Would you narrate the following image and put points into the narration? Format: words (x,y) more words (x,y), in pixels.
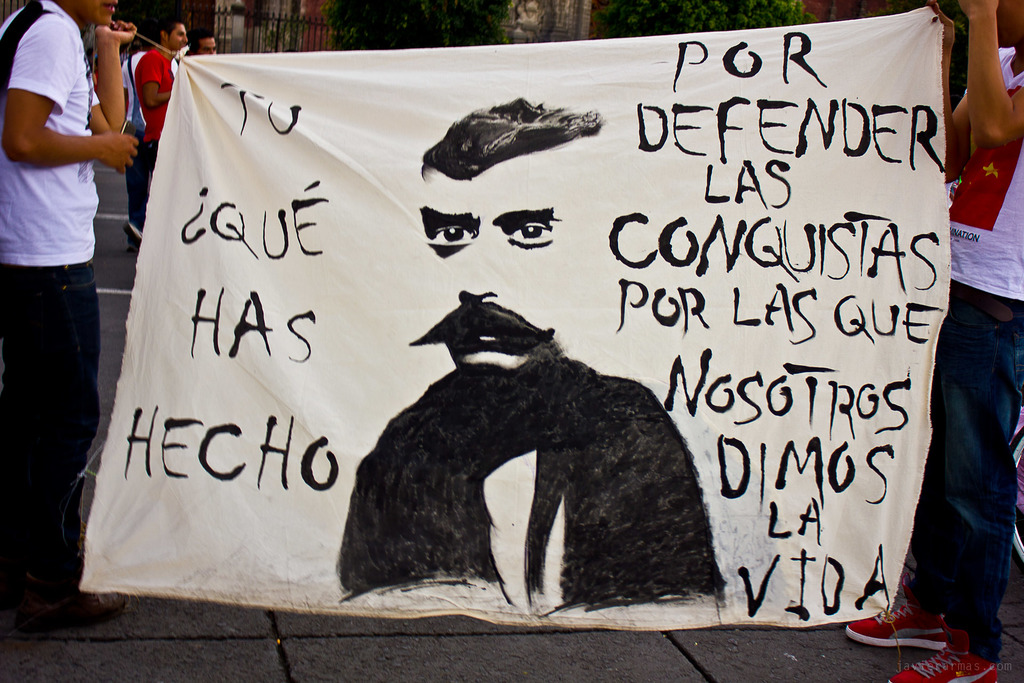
On either side of the picture, we see two men (1014,173) are standing. They are holding a white banner (602,420) with some text (741,477) written on it. At the bottom (387,623), we see the pavement (441,643). Behind the banner (235,88), we see the people (164,123) are standing. In the background (246,39), we see the railing (295,41). We even see the wall (312,13) and the trees (735,22).
